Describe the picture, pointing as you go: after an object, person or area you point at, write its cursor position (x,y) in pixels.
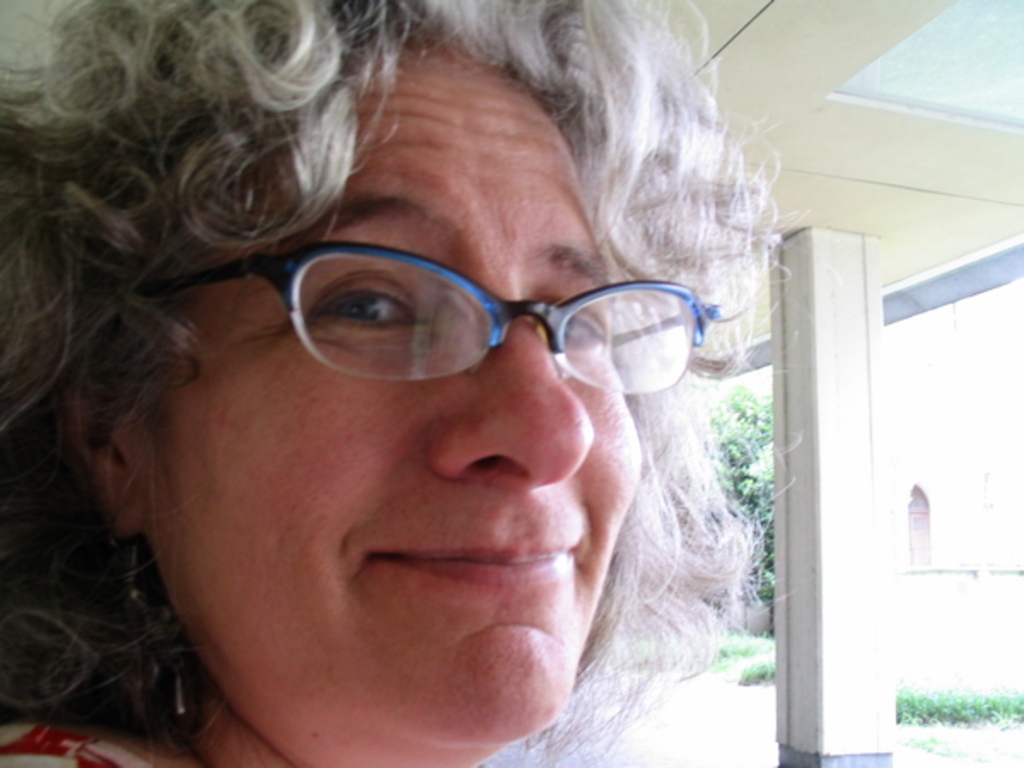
In this image we can see a woman (656,368), pillar (871,406), roof (839,128), walls (941,578), pipeline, tree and grass (948,702).
